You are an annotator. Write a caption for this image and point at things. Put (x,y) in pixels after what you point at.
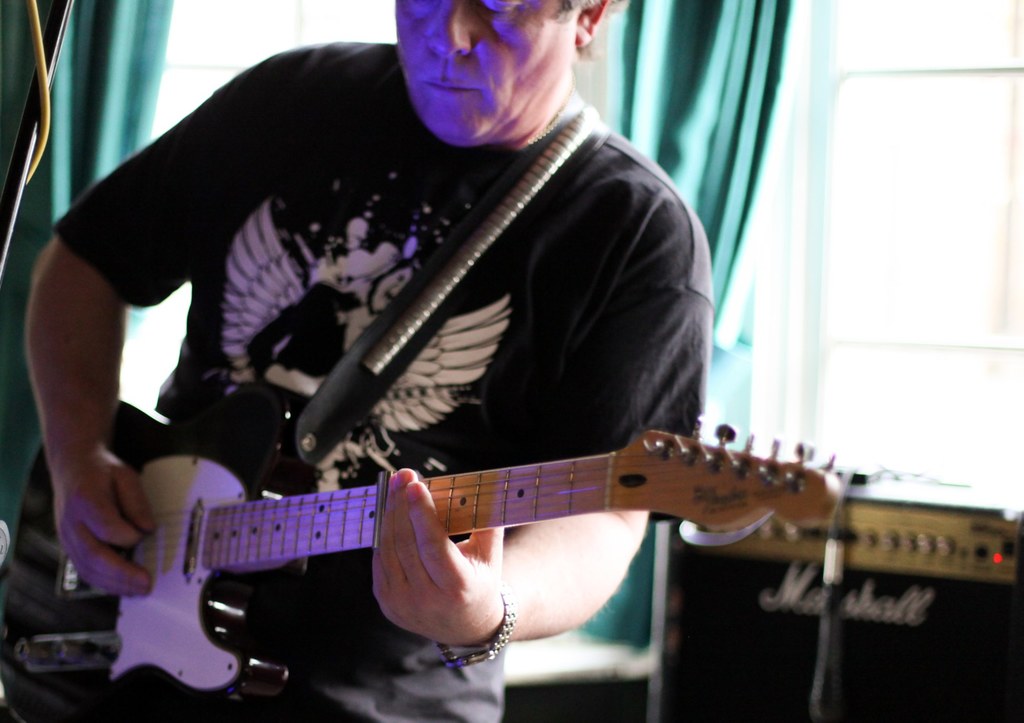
This is the picture of a man (592,436) holding a guitar (292,541) and playing it and behind him there is a speaker (882,591).
